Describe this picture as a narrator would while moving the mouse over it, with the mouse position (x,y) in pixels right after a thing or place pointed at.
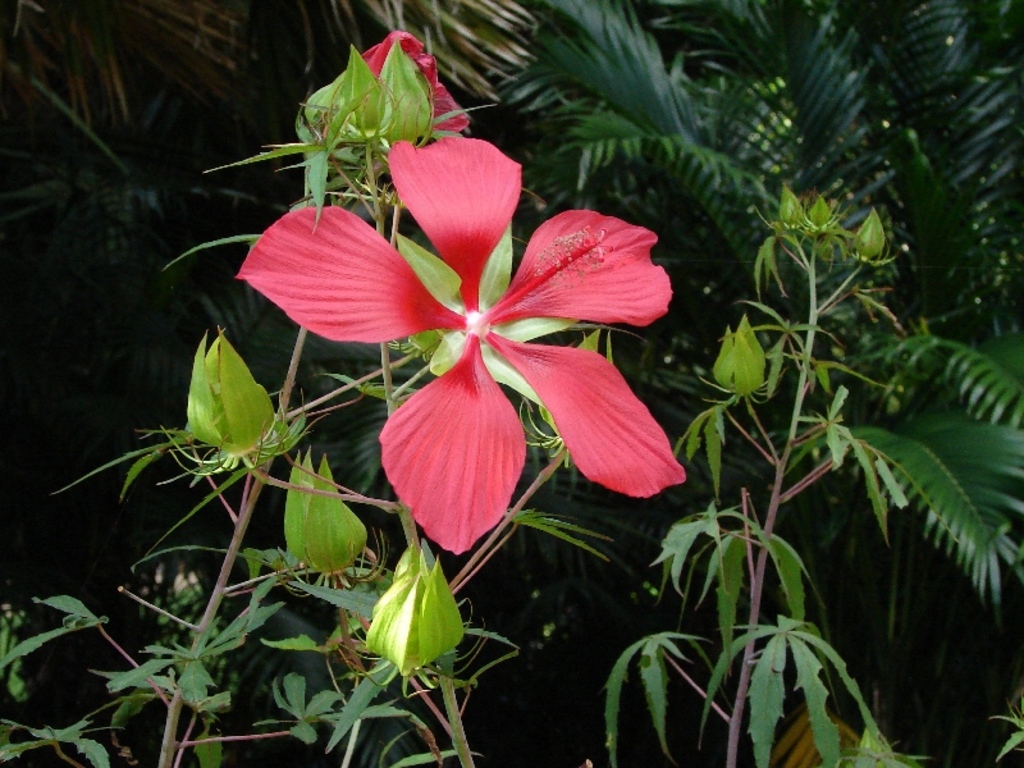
In this image we can see many plants (632,416). There are few flowers (567,310) and buds (418,592) to the plants (547,442) in the image.
